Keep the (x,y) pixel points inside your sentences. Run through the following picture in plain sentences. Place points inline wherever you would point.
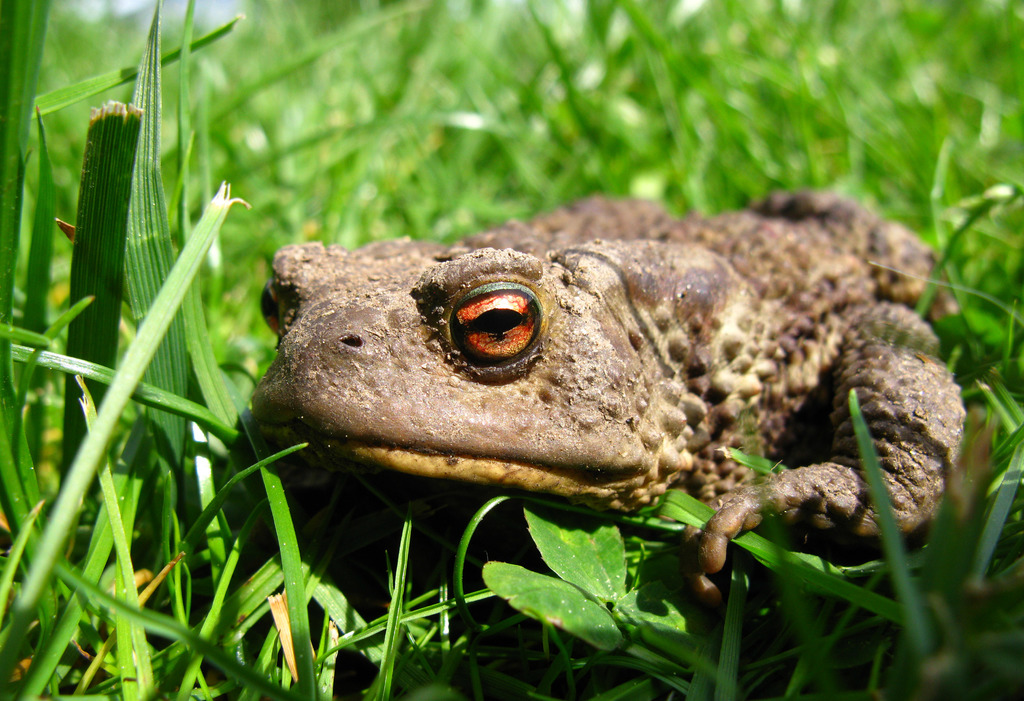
In the center of the picture (468,254) there is frog (607,438). The picture consists of grass (498,557) also.
